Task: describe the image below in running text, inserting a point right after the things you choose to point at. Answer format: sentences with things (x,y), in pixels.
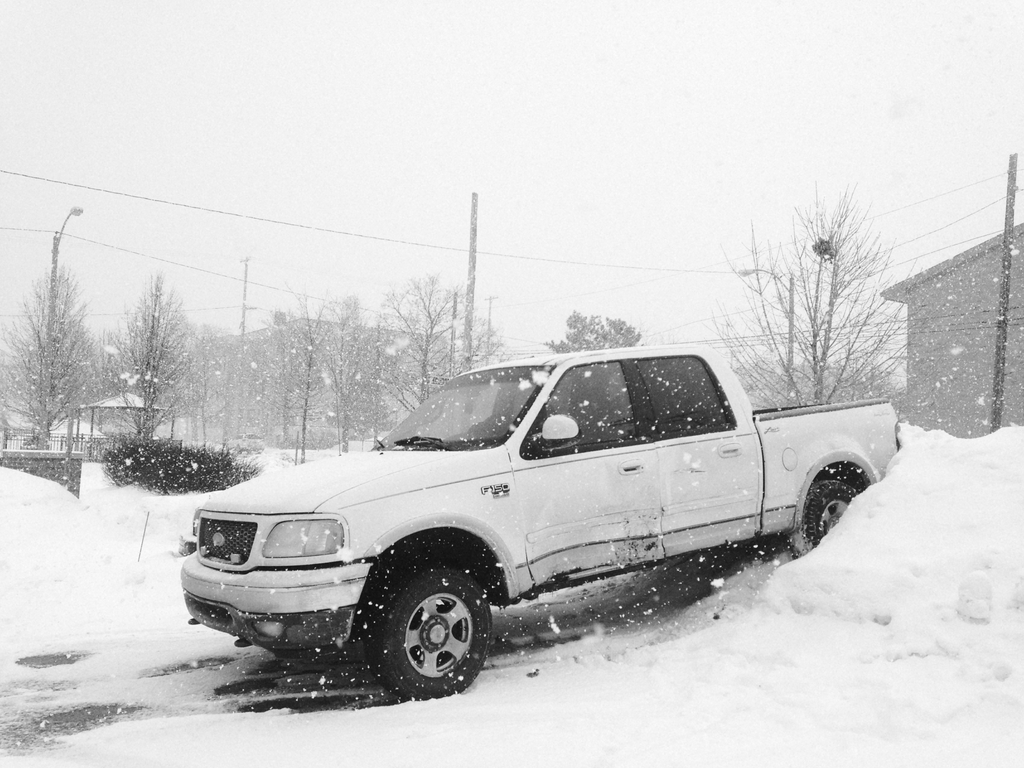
In the center of the image (668,363) there is a vehicle (311,526). There is snow (805,733). In the background of the image (201,363) there are trees (294,333). There are poles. There is a house (967,430).
